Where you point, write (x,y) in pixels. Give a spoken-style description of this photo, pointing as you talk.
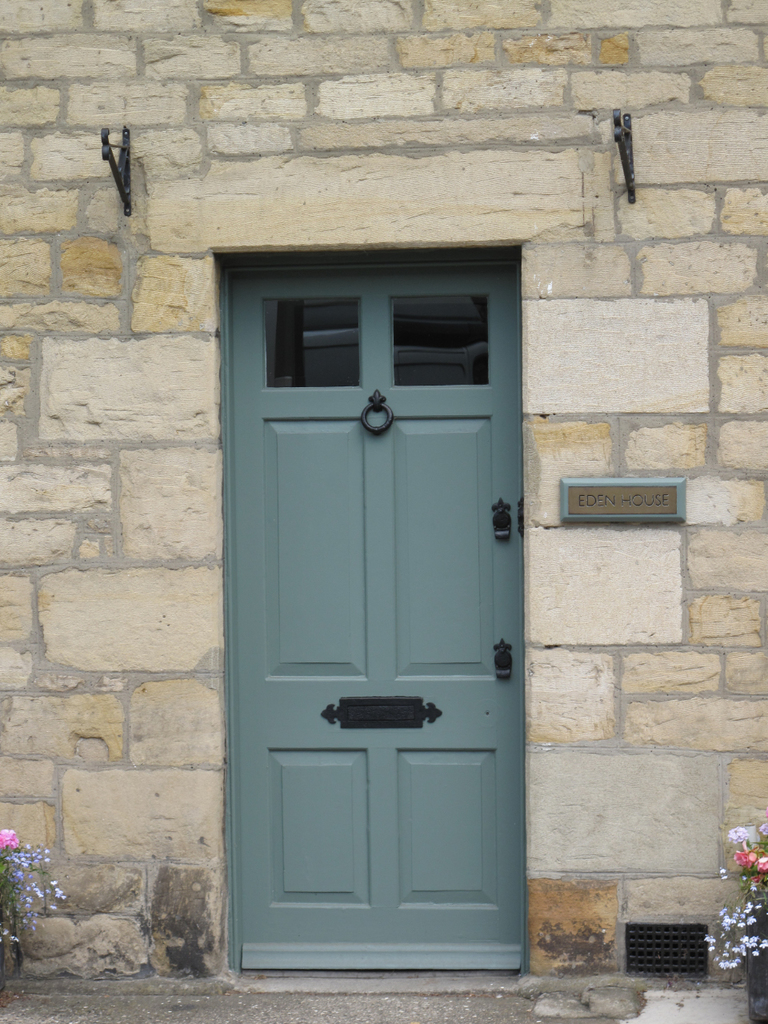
In this image we can see a building (100,649) with a door (423,322) and a nameplate (596,496) on the wall (602,744). In the foreground (41,850), we can see two flower plants (760,879).
